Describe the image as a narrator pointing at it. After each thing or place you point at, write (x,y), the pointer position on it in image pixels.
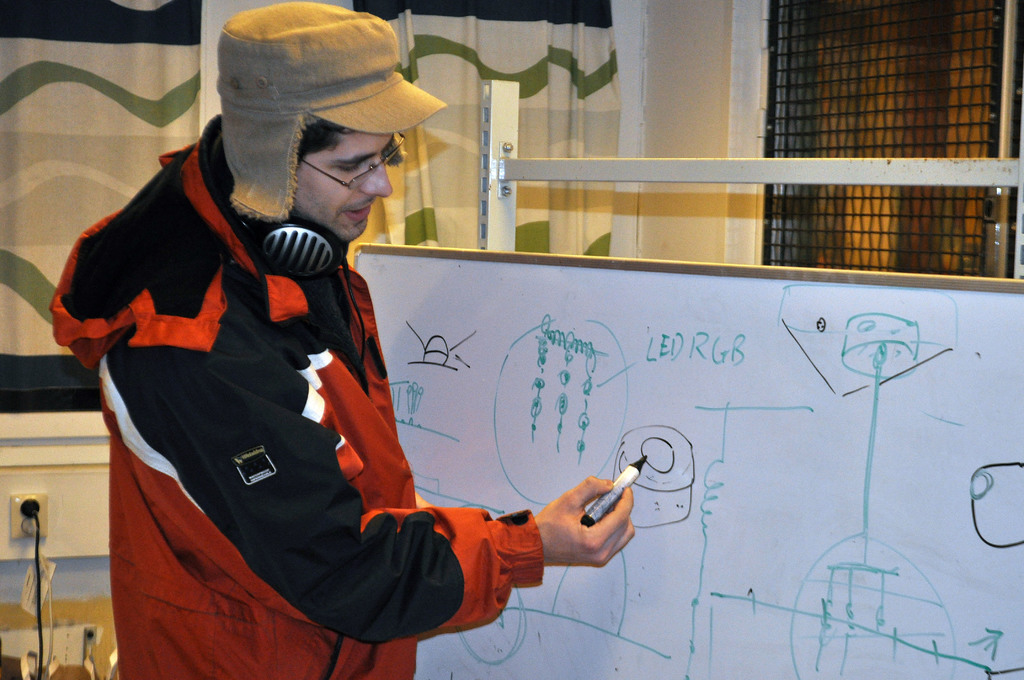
In this image there is a person (316,315) wearing a jacket (310,447) is holding a marker pen (595,519) in his hand (545,536). He is wearing headphones (301,252), spectacles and cap (270,104). He is writing on the board (543,358). Right side (894,129) there is a window (882,115) to the wall (732,115) having curtains (532,59). Left side (45,524) there is a plug board (17,528) having plug (30,513).
